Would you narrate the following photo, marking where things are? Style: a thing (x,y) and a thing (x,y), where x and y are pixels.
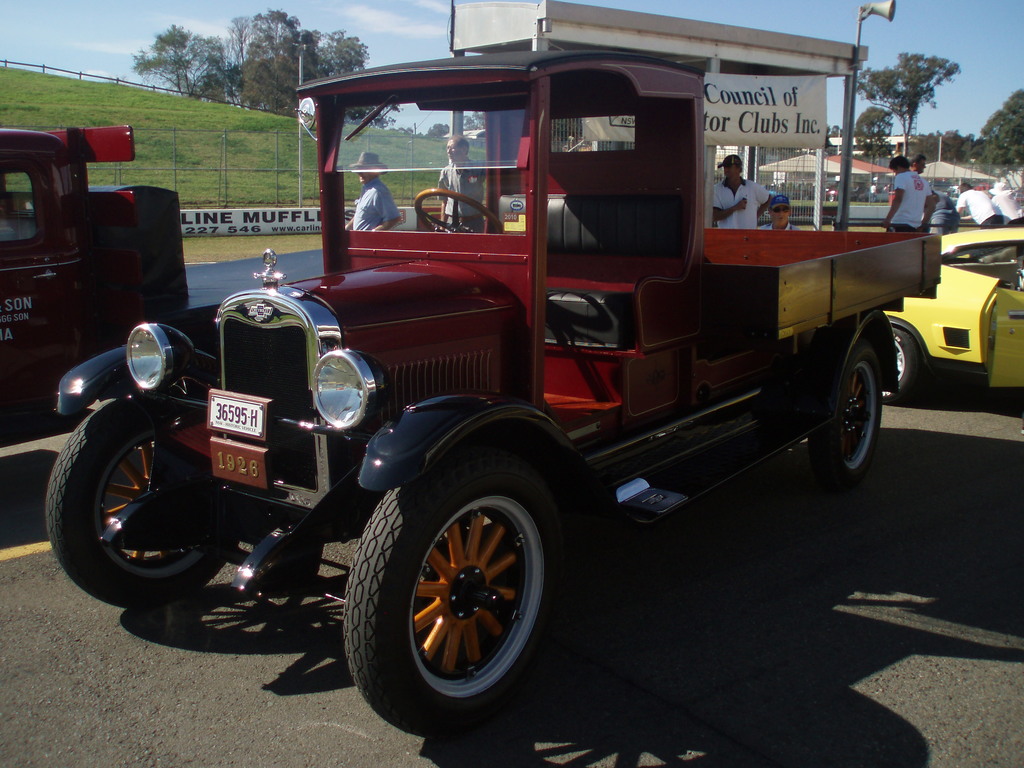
In this picture we can see vehicles (452,226) and some people (1012,204) on the road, banners (767,100), fences (232,99), poles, trees (232,99), grass (189,113) and in the background (920,41) we can see the sky (913,23).
